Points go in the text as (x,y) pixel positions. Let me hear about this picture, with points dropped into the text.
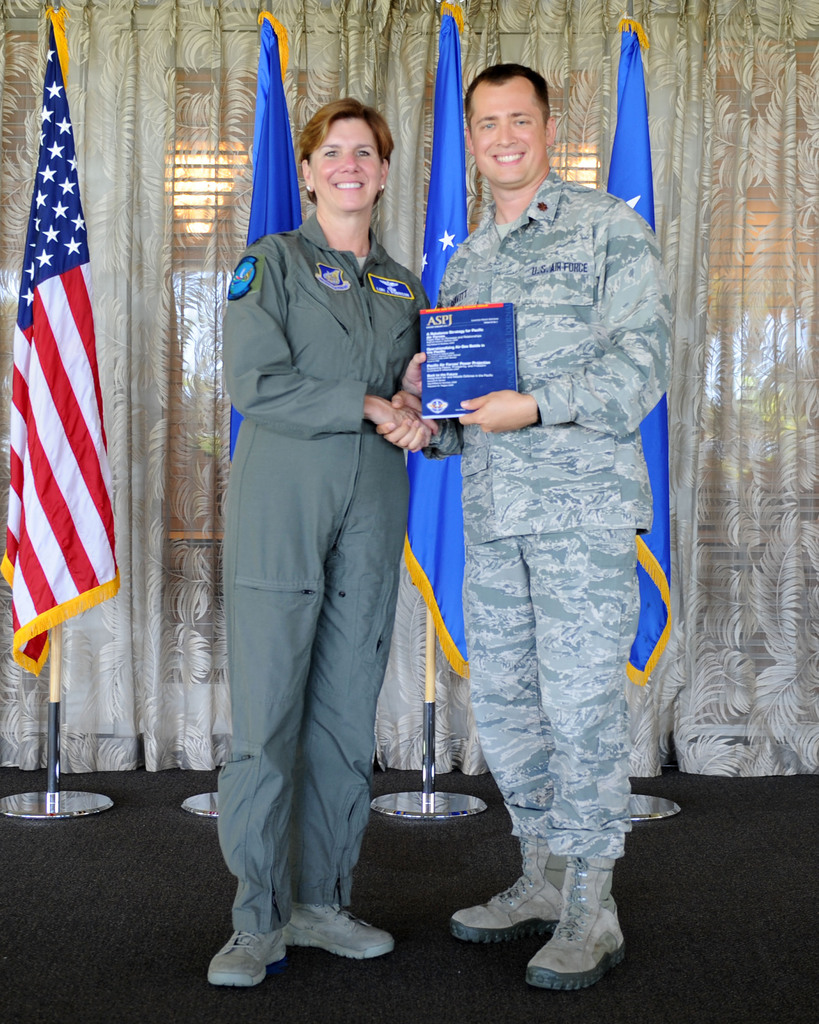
In this picture there is a man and a woman (263,740) in the center of the image (377,671), by holding a book (505,312) in their hands (415,360) and there are flags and curtains (773,97) in the background area of the image (435,74).
